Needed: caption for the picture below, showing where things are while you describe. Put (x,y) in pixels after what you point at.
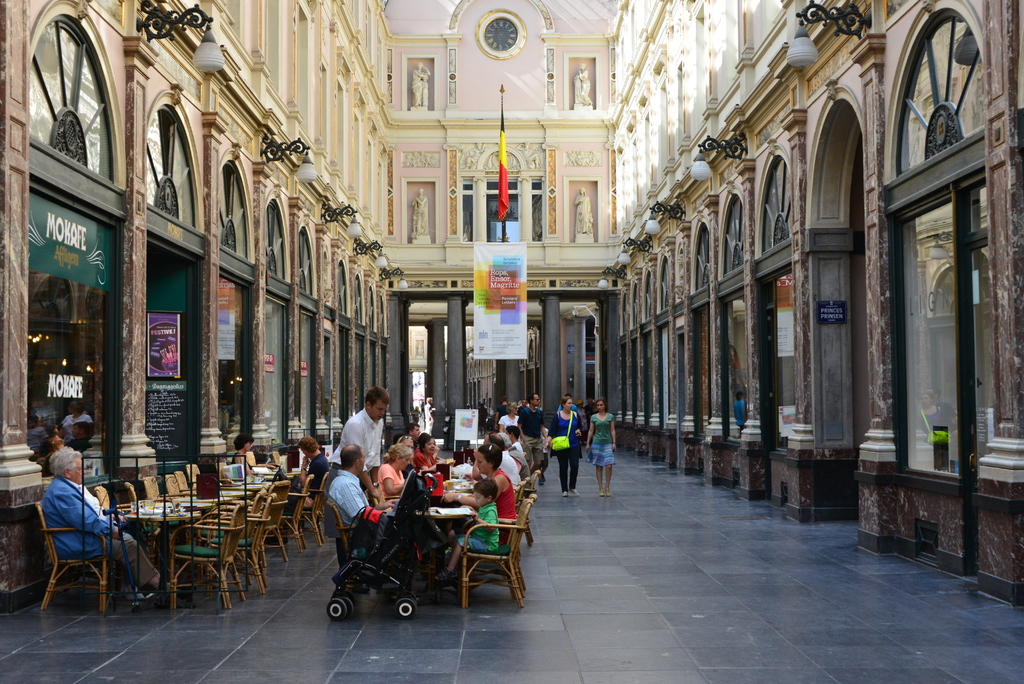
This is an inside view of a building (330,174). Here I can see few people (488,484) are sitting on the chairs (502,525) around the table (453,521) and there are many empty chairs (232,505) and also there is a baby chair (376,547). In the middle of the image (559,424) there are few people (559,430) walking on the floor (589,521) and also there is a flag (506,186) to a pole (502,221). Along with the flag (502,205) a board (523,309) is also attached to this pole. On the right (749,362) and left side of the image (12,393) there are many pillars (752,399). On the left side (178,386) few posters (164,347) are attached to the glass (84,338). At the top of the image (334,167) there are few carvings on a wall (437,93).
